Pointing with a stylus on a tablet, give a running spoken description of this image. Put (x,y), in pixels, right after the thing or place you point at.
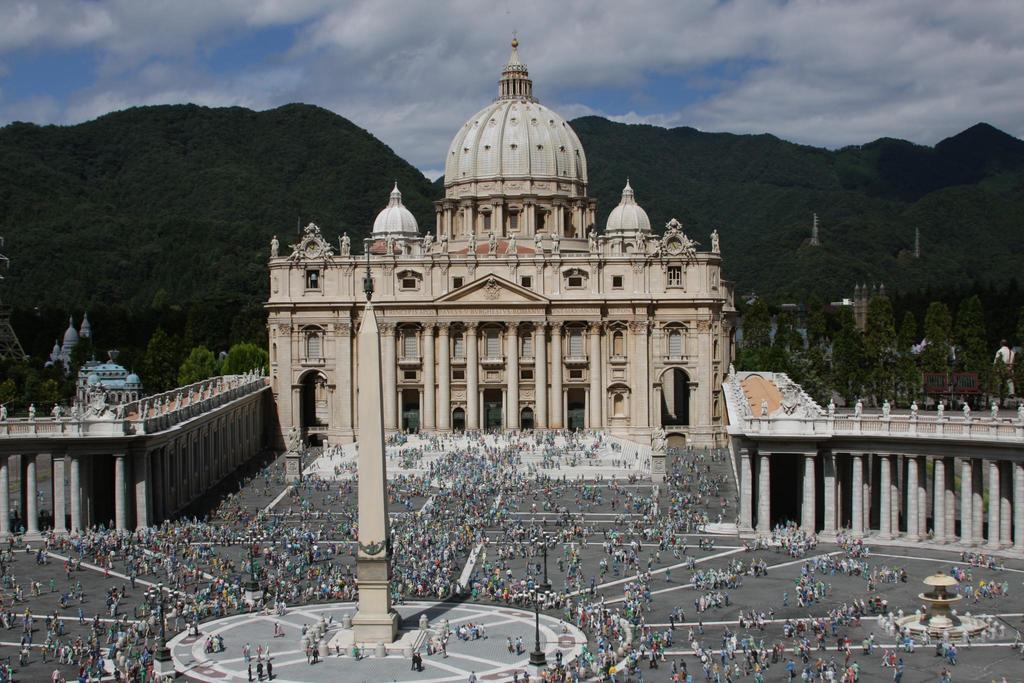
In the center of the image (363,317) we can see tower (366,391) and building (448,351). At the bottom of the image (454,476) we can see many persons (669,532) and water fountain (938,576). On the right (746,424) and left side of the image (240,452) we can see buildings (86,492) and pillars (909,468). In the background (834,192) we can see trees (129,335), hills (838,244), towers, sky (715,96) and clouds (679,41).
